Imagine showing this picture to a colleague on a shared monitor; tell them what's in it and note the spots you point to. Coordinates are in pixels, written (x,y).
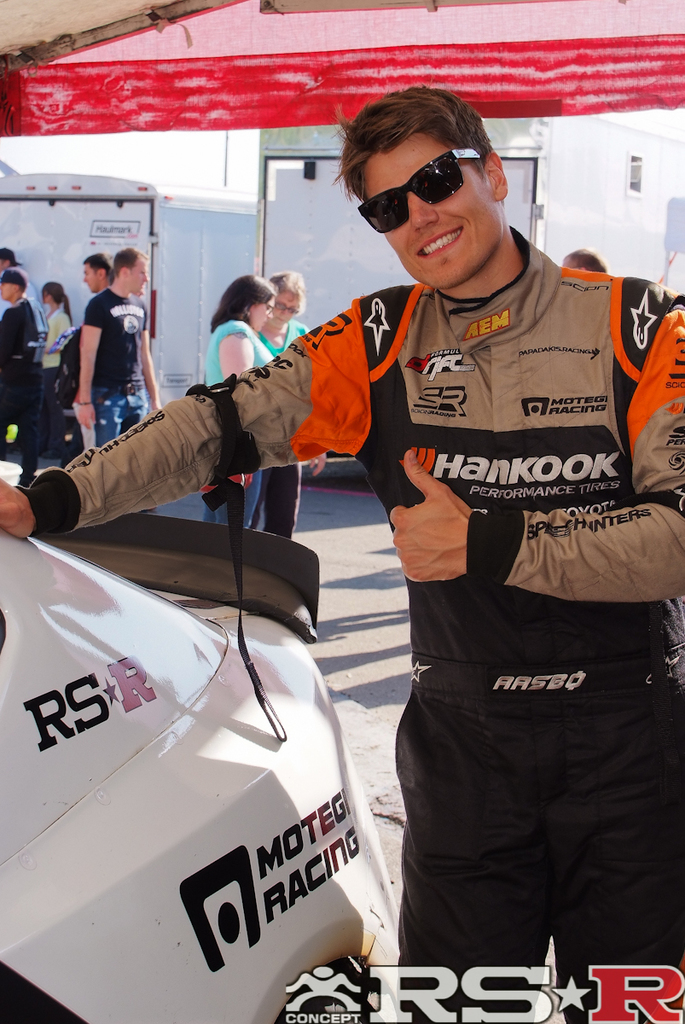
On the right side (522,578) there is a man (504,632) wearing a jacket (489,423), standing, holding a vehicle (119,718) which is beside him, smiling and giving pose for the picture. In the background (11,326), I can see few people (125,392) standing on the ground (355,583) and also there are few vehicles (212,235). At the top (281,86) seems to be a tent (655,72). In the bottom right (517,1000) there is some edited text (598,1019).
